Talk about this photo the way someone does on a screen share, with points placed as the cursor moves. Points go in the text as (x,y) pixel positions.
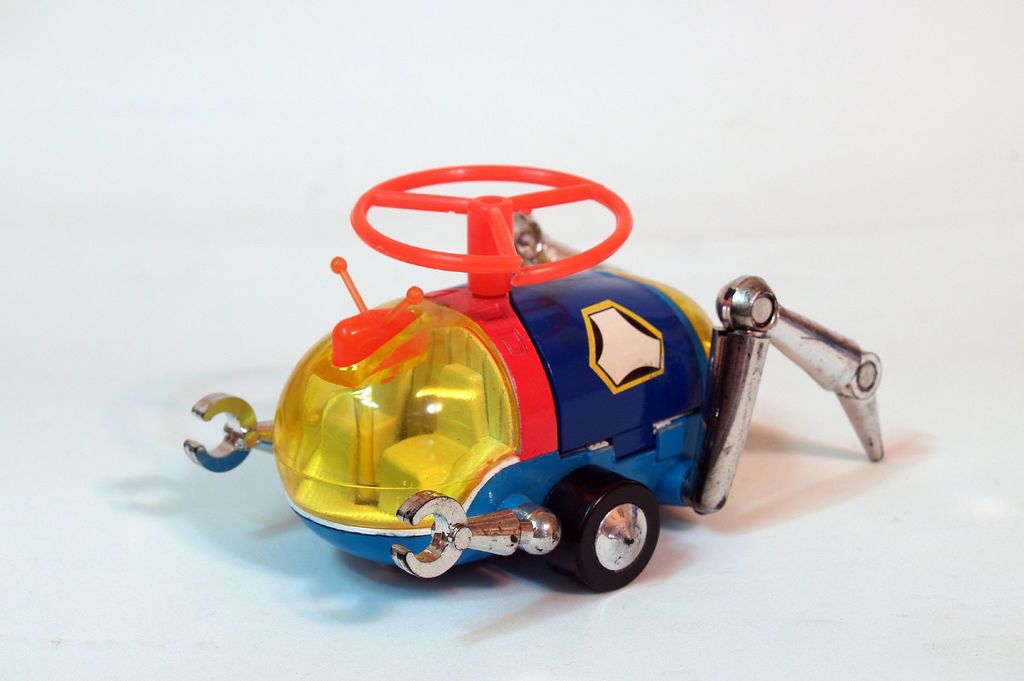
In this picture we can see a toy (493,403) in the middle of the image (489,424).
